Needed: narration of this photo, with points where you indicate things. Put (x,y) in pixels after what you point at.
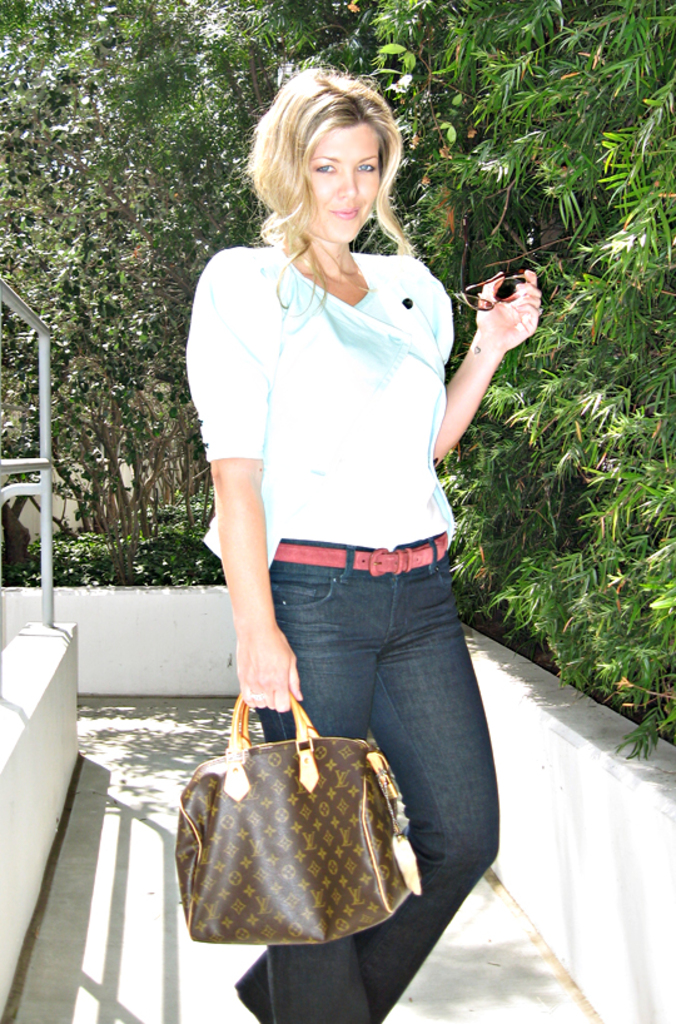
As we can see in the image there are trees (159,45), a women (360,258) standing over here and she is holding brown color handbag (284,814). This woman (259,688) is wearing white color shirt (364,415), black color jeans (435,658), pink color belt (401,565) and on the other hand (513,323) she is holding spectacles (490,302).
